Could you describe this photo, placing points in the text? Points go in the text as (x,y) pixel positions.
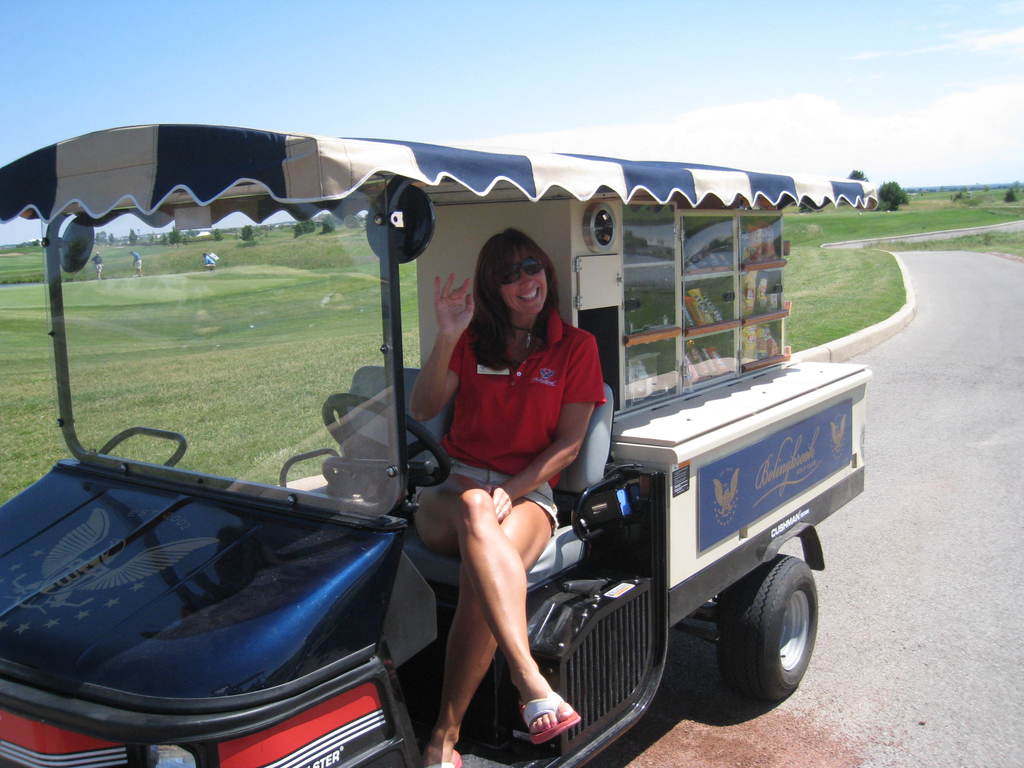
The girl (530,455) sitting in a truck (753,472) which is carrying some stuff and there is grass (315,397) beside her.
